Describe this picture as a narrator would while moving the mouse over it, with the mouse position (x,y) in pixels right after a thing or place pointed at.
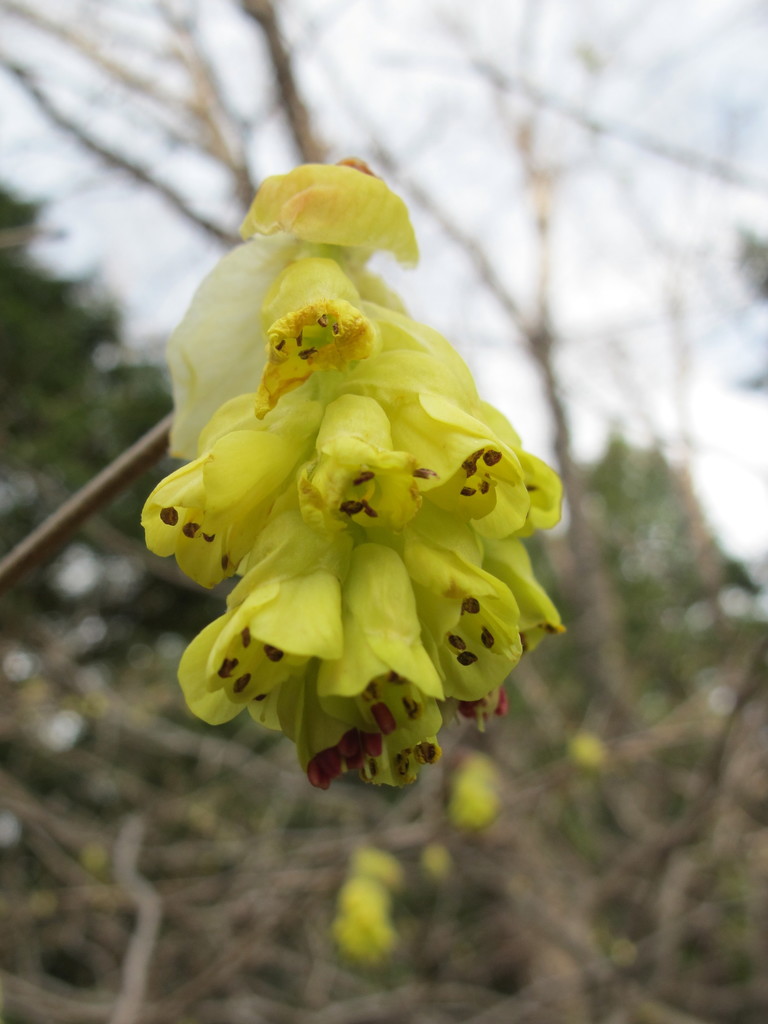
In this image we can see a bunch of flowers (383,507) to a plant (422,517).
